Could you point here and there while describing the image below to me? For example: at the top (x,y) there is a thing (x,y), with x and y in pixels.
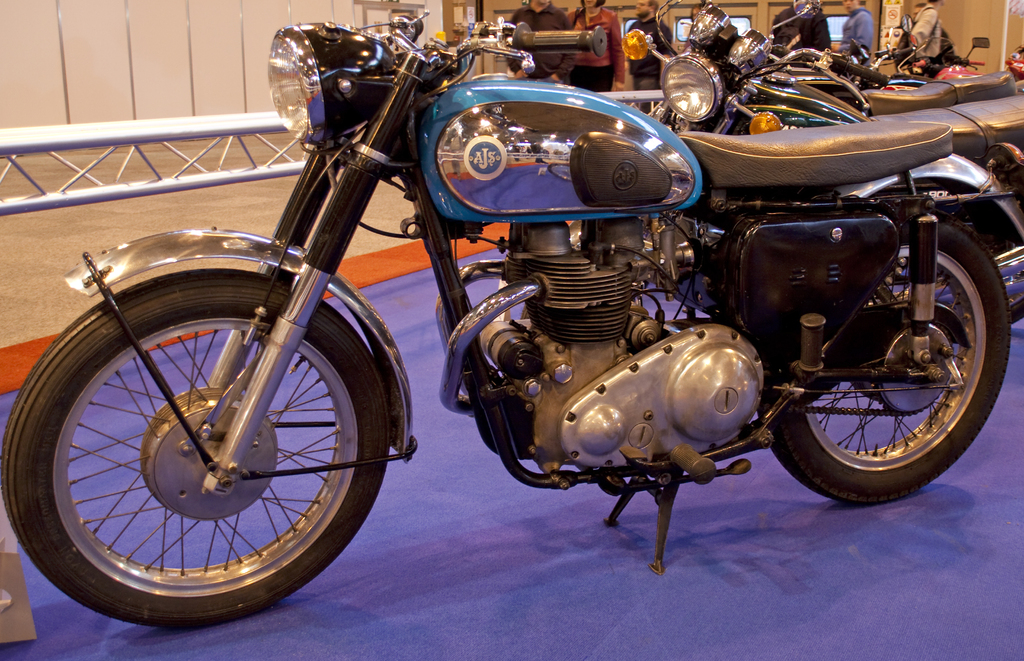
In the foreground of the picture (739,136) there are bikes (676,221). In the center of the picture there are people (863,38). In the background (263,68) there are doors (393,13) and wall (154,21).
